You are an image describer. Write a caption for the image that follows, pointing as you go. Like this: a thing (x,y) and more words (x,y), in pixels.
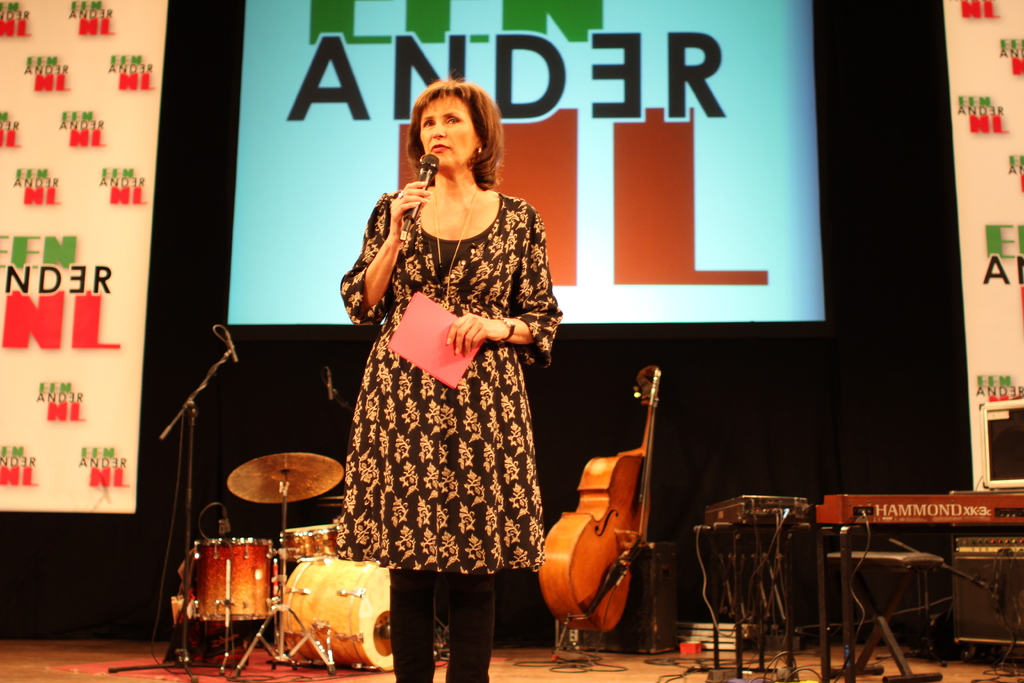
In this picture there is a woman (375,244) standing on the dais (505,663), holding a card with her left hand (488,336) and holding a microphone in her right hand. In the backdrop (320,599) there is a drum set (350,568), a double bass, keyboard (840,511) and there is a screen (725,201).
